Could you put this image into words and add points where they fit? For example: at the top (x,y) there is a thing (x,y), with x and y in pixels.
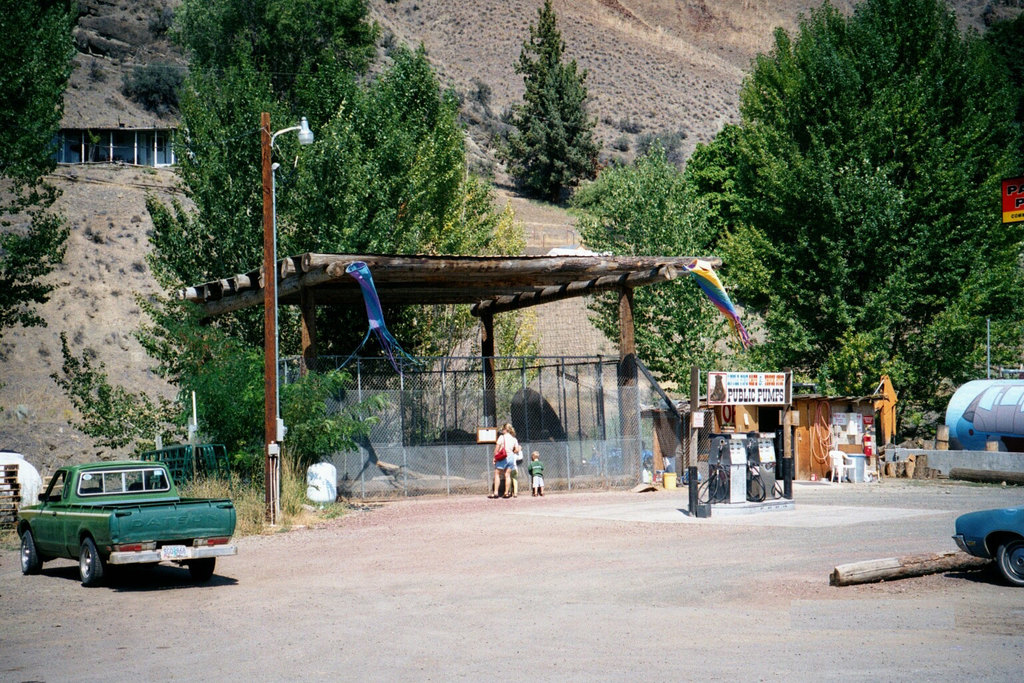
This image is taken outdoors. At the bottom of the image (335,613) there is a road (786,564). In the background (518,203) there is a ground (647,48) with a few trees (107,394) and plants (258,443) on it. There is a hut (116,132) with a roof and walls (126,154). In the middle of the image (611,317) there is a cabin (423,415) with a mesh (435,420) and a roof (588,284). There are a few iron bars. There is a pole (265,177) with a street light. A woman (507,443) and two kids (541,482) are standing on the road (502,496). On the left side of the image (127,505) a car (170,504) is parked on the road (159,598). On the right side of the image (733,384) there are two boards (749,385) with a text (737,396) on them and there is a cabin (775,421). There is an empty chair (838,471) and a car (974,533) is parked on the road (995,587). There is a bark (887,558) of a tree (887,558).
